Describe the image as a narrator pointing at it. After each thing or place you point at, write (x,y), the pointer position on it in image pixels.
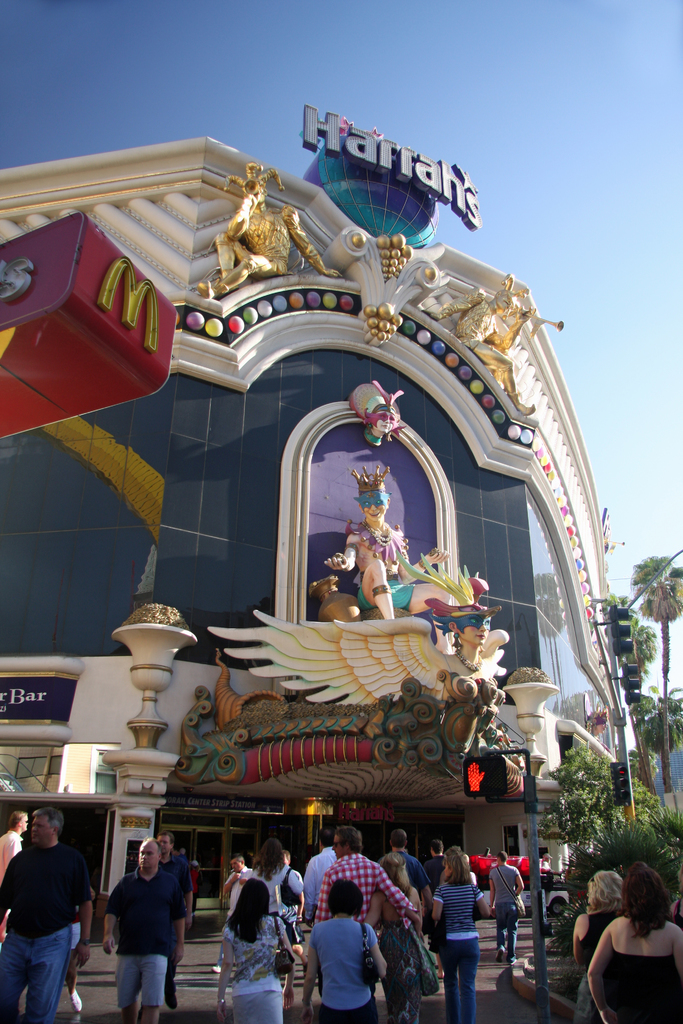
In this image, I can see a building (329,549) with sculptures (242,240) and a name board (476,219). At the bottom of the image (270,846), there are group of people (502,928) walking. On the right side of the image (630,847), I can see the trees (644,705) and traffic lights (618,761) to the poles (625,753). In the background (121,56), there is the sky (464,77).
